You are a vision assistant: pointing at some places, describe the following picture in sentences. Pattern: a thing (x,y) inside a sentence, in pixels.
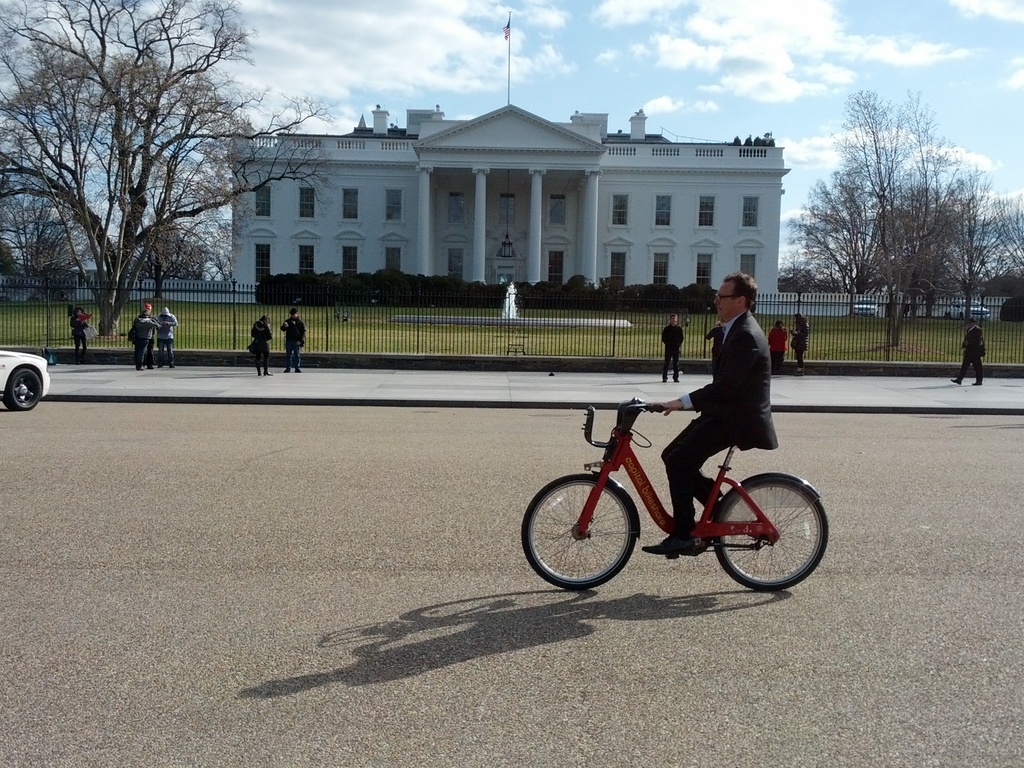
In this picture a guy (718,375) is riding a bicycle (622,424) and there are few people (148,328) standing in the background of the image (294,335). There is a beautiful white building (727,199) in the background (312,234).
